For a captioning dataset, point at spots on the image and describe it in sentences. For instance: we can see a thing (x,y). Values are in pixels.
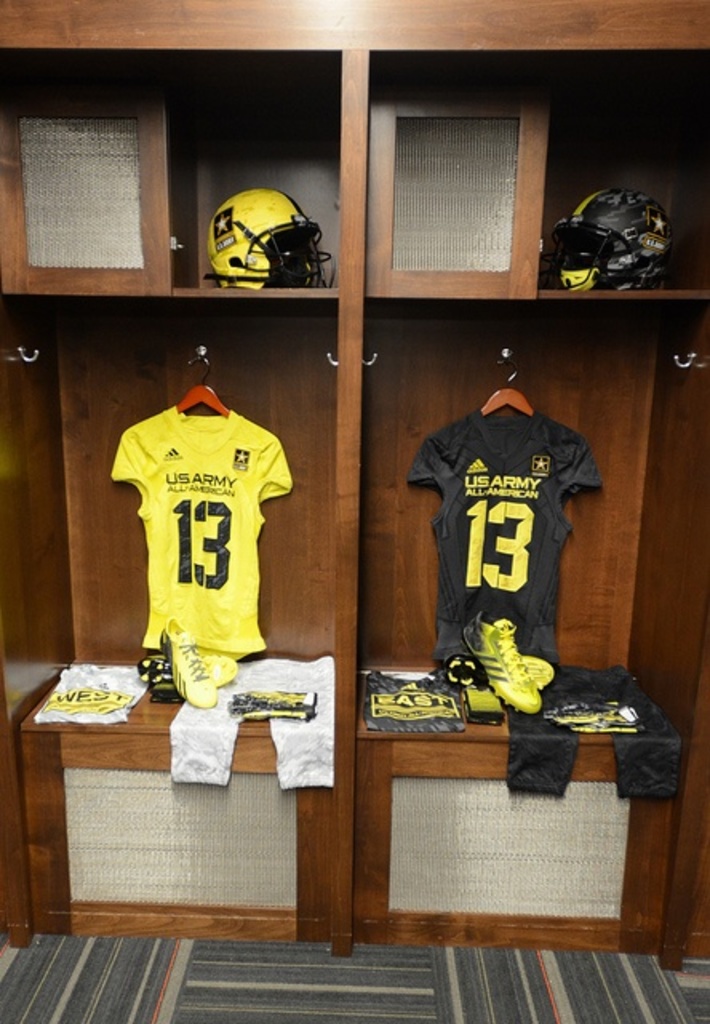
In a cabinet (216,348) there are 2 sections (581,126). At the left (212,777) there is a yellow helmet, yellow t shirt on the hanger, yellow shoes (195,673) and shorts (208,756). At the right (511,475) there is a black helmet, black t shirt (497,566) on the hanger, yellow shoes (500,645) and shorts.
